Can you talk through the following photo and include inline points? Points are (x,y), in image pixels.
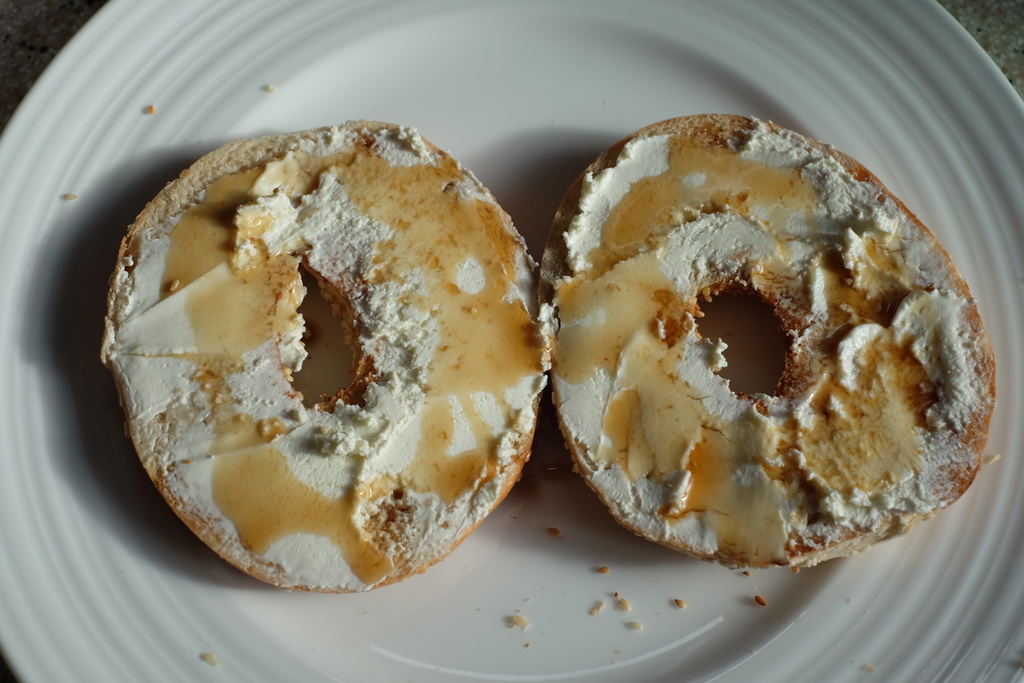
In the picture I can see food items (439,257) on a white color plate (552,511).
